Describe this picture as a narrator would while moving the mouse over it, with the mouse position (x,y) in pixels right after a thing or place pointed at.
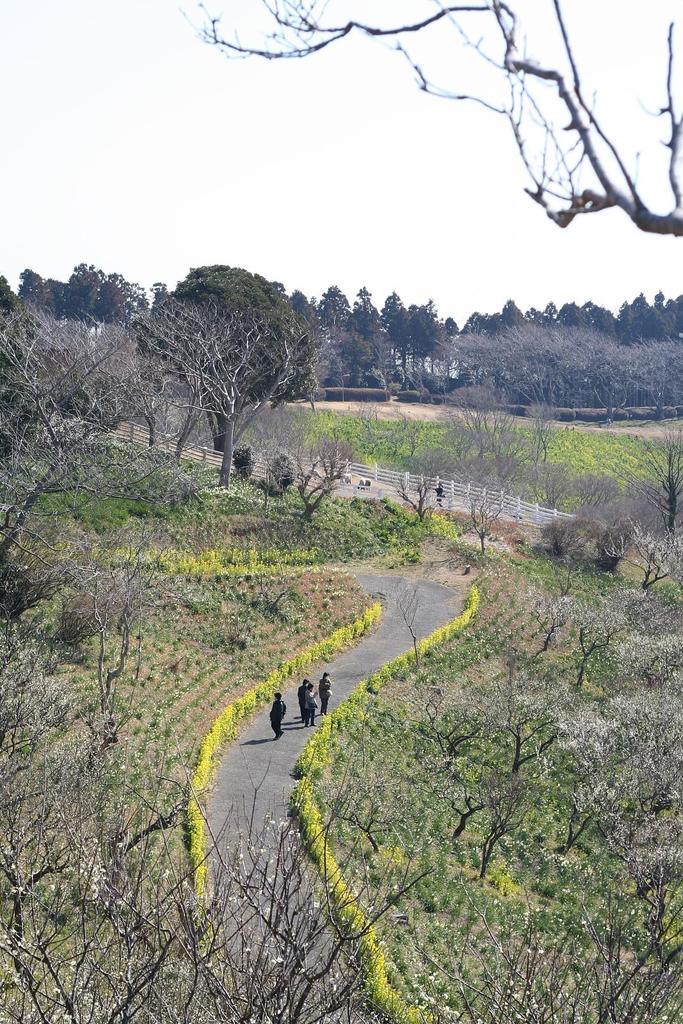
In this image we can see people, road (257,770), trees (657,760), plants (383,698), fence (485,500) and other objects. In the background of the image (385,304) there are trees (379,358). At the top of the image (353,169) there is the sky (353,119). On the right side (671,158) top of the image (467,97) there is a tree (467,97).
